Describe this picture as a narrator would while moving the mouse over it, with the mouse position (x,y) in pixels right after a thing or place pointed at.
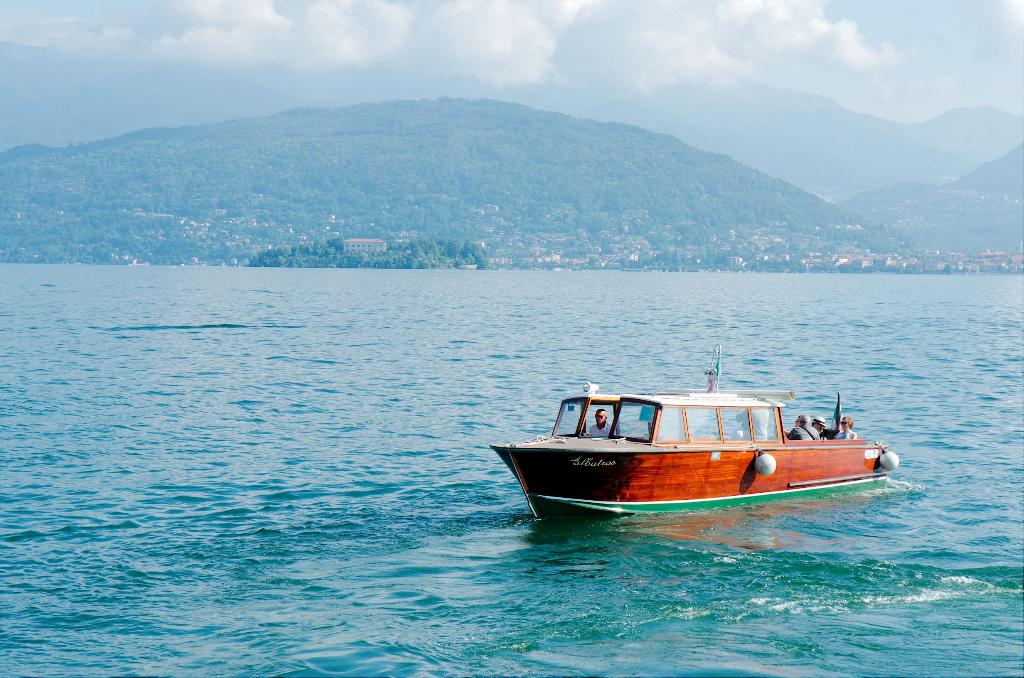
There is a boat (859,467) on the water (894,482). Here we can see few people (822,421) on the boat (741,408). In the background (386,229) there are houses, trees (561,248), mountain (515,137), and sky (939,24) with clouds (642,30).
